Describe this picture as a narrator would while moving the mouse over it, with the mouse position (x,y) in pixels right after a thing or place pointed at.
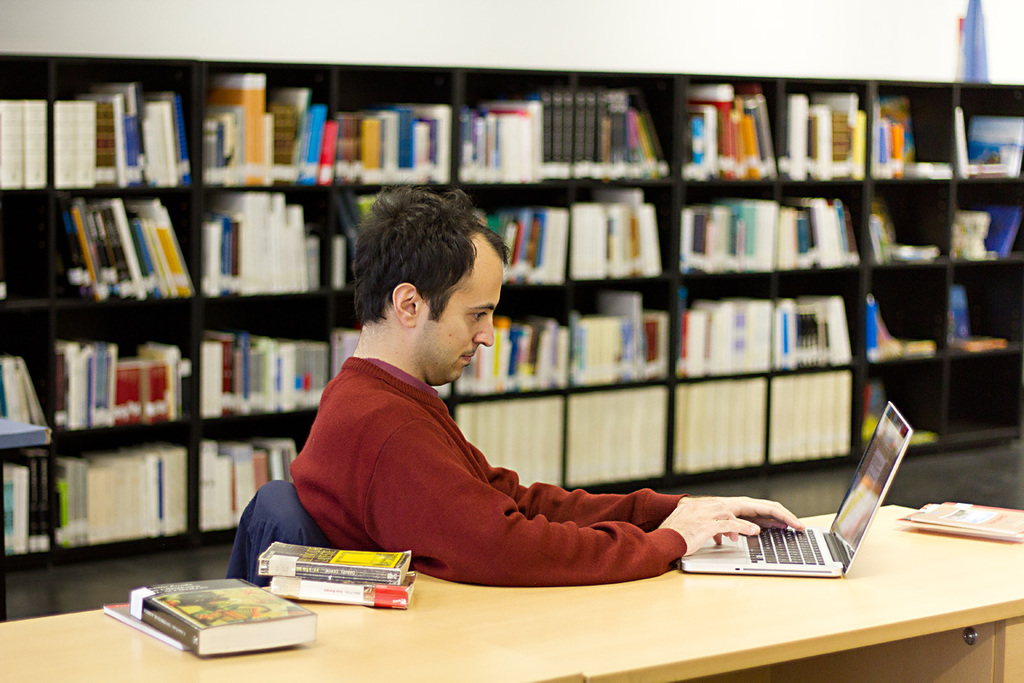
He is sitting on a chair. There is a table (431,636). There is laptop (816,569), books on a table (867,550). We can see in the background (843,285) cupboard (851,297). There is a number of books (562,173) on a cupboard (593,283).
